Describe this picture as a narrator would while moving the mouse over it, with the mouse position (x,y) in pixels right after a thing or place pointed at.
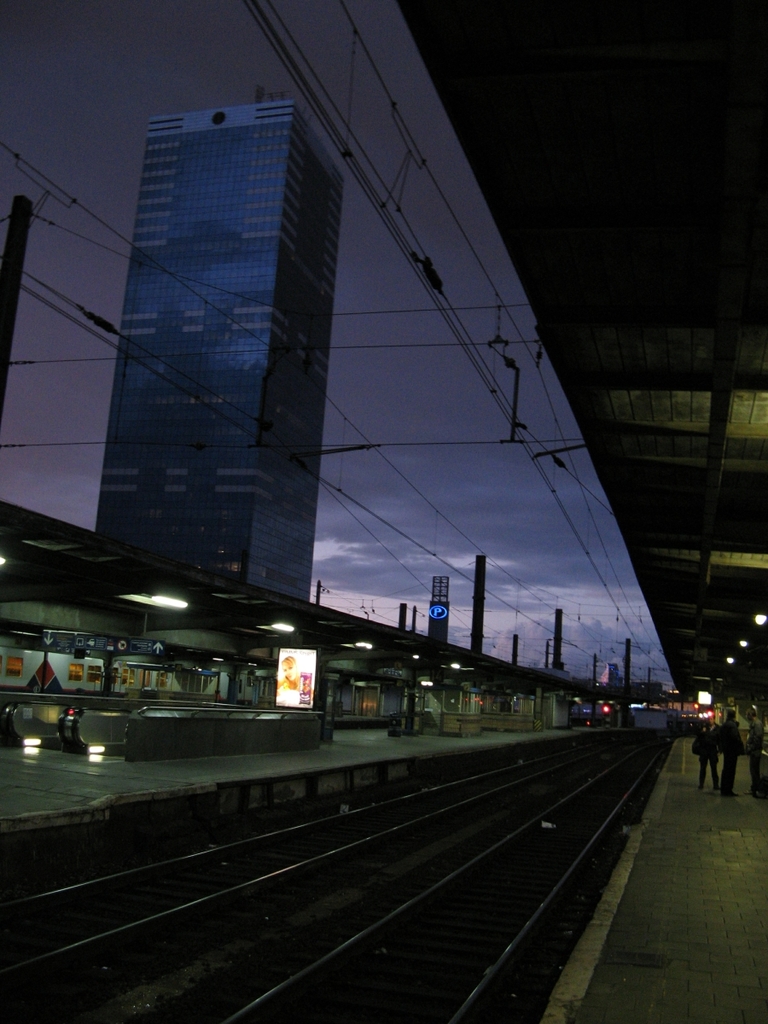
In this image I can see the tracks (363,891). On both sides of the tracks (383,914) I can see the platforms (260,767). I can see the lights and boards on the platforms (689,877). To the right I can see few people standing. In the background (591,607) I can see the poles (474,615), building (266,466), clouds (408,583) and the sky (81,485).
